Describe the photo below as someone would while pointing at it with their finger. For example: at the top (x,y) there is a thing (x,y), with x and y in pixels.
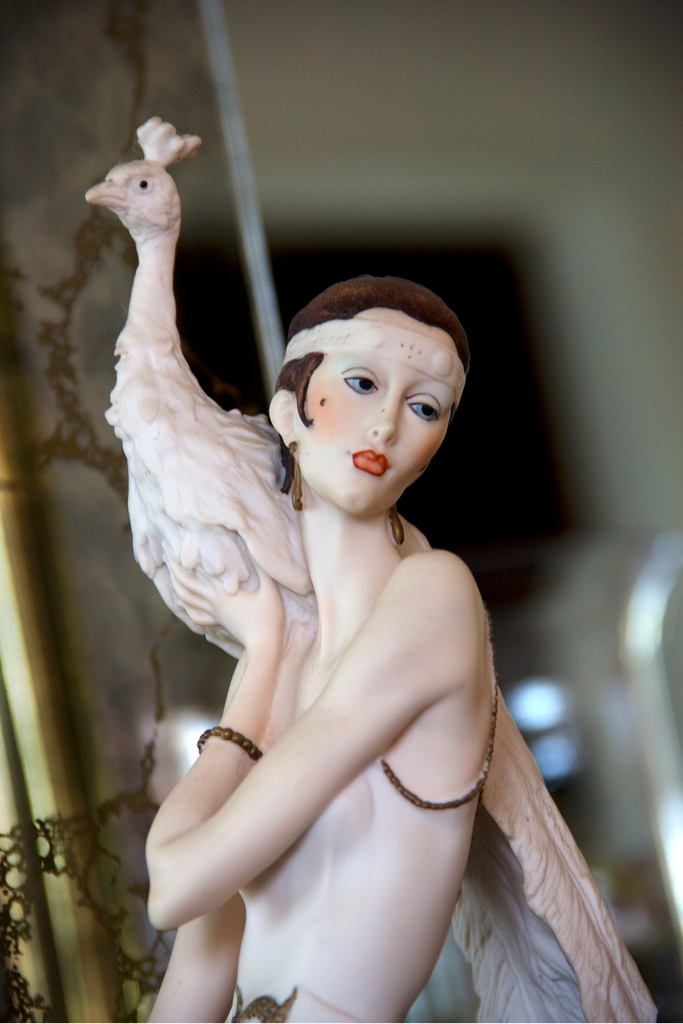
In this picture we can see the statue (212,590) of a person (352,856) and a peacock (116,172). We can see a few objects (26,843) in the background (557,760). Background (207,702) is blurry.
